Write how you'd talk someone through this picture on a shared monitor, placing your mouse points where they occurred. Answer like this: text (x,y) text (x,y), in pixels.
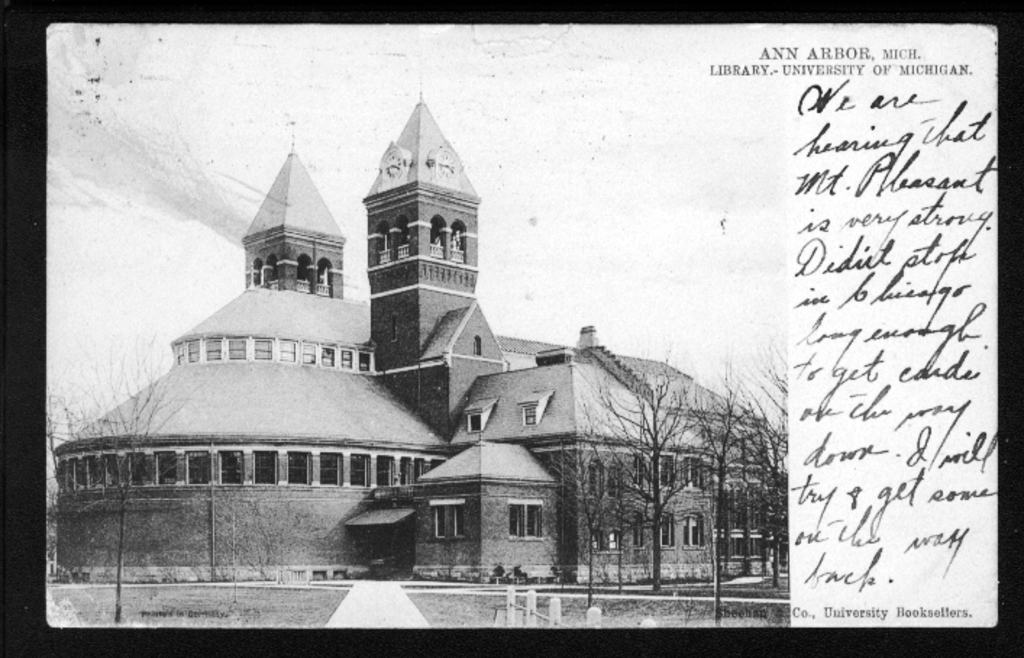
This is a black and white image where we can see the fence (549,617), the way (427,622), dry trees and a house (464,477). On the right side of the image (820,181) we can see some written text (872,410) and edited text (942,68).
